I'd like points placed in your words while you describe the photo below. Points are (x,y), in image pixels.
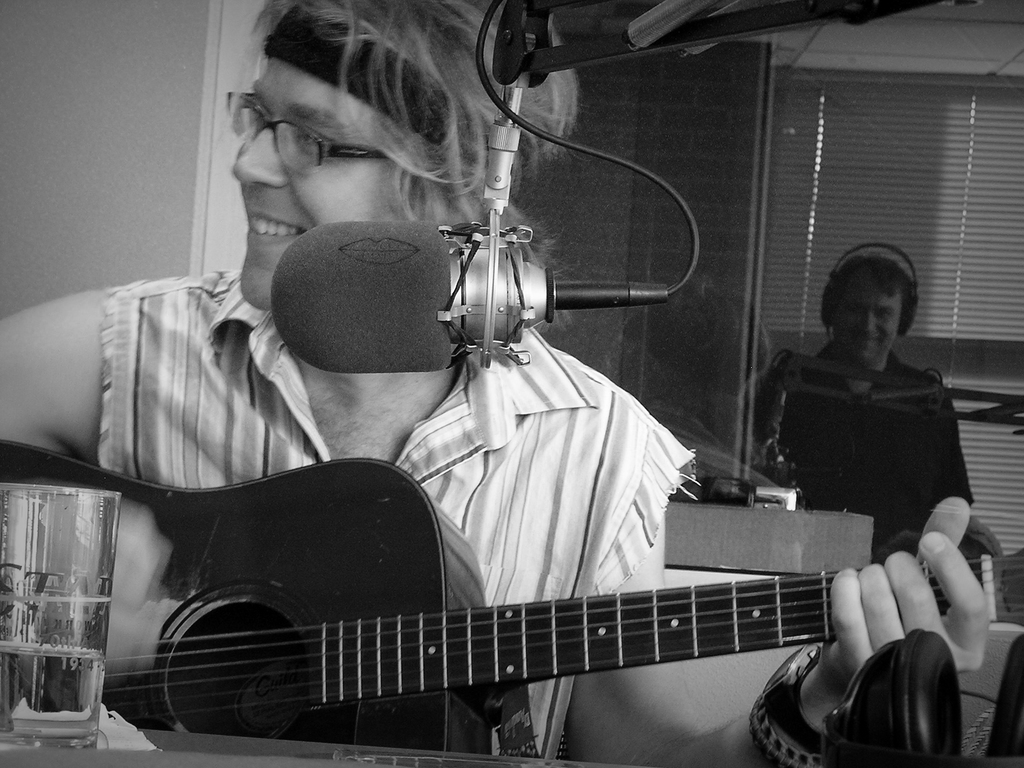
A man (262,54) is playing a guitar (267,628) with a mic (346,314) in front of him.
